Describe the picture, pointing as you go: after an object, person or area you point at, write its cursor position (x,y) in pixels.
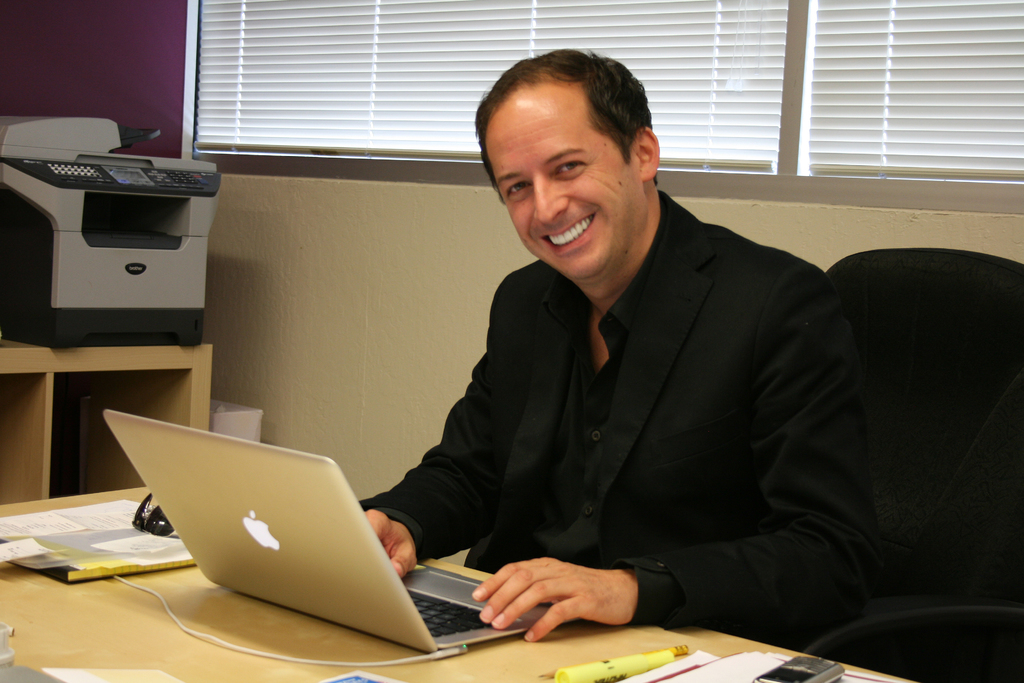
In this image I can see a man (586,383) is sitting on a chair (868,386). I can also see a smile on his face (605,232) and he is wearing a blazer (661,390). On this table (105,640) I can see few papers (79,548) and a laptop (291,553). In the background (49,254) I can see a printer machine (92,253).
